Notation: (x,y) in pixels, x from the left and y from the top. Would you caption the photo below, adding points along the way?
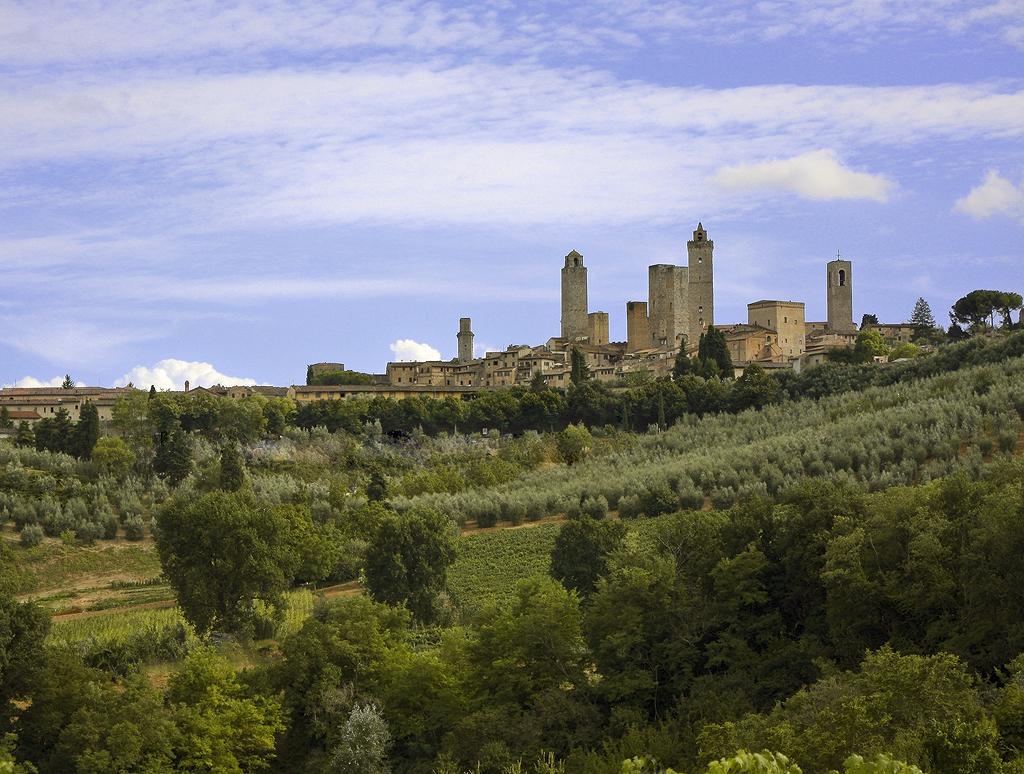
This image is taken outdoor, where we can see trees (692,503) in the foreground (421,682). In the background (822,356), there are few buildings (572,352). On the top (535,146), there is the sky (540,79) and cloud (465,91).
